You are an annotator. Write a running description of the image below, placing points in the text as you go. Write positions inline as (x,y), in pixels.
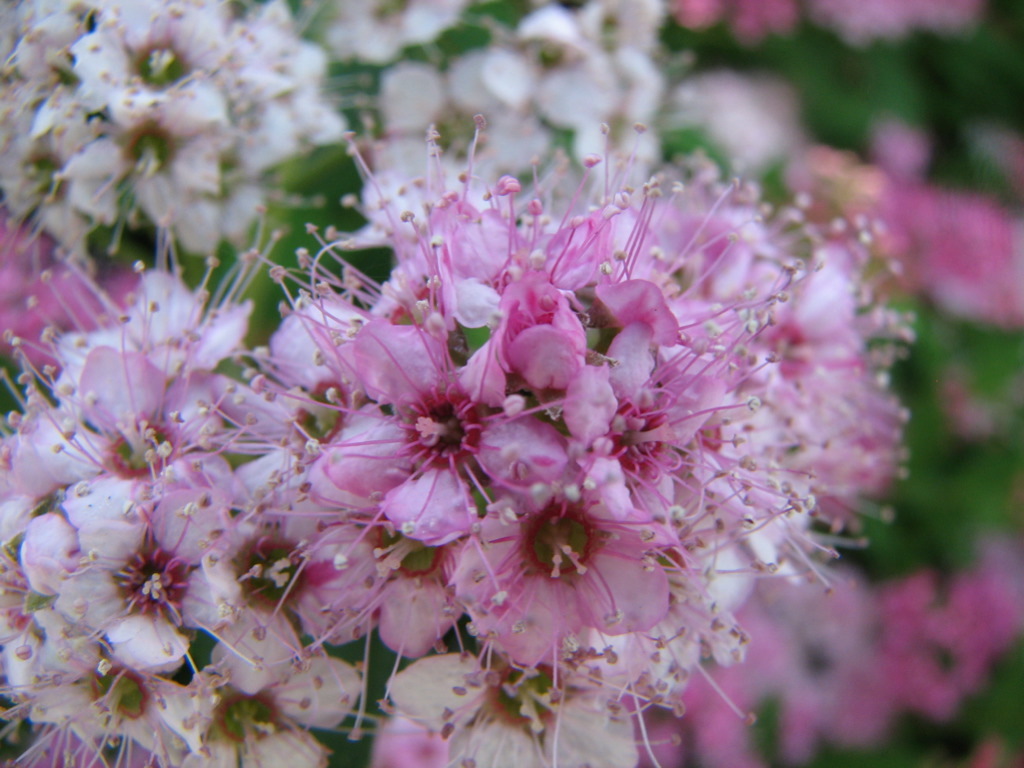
In this image we can see bunch of pink and white color flowers (415,507).
